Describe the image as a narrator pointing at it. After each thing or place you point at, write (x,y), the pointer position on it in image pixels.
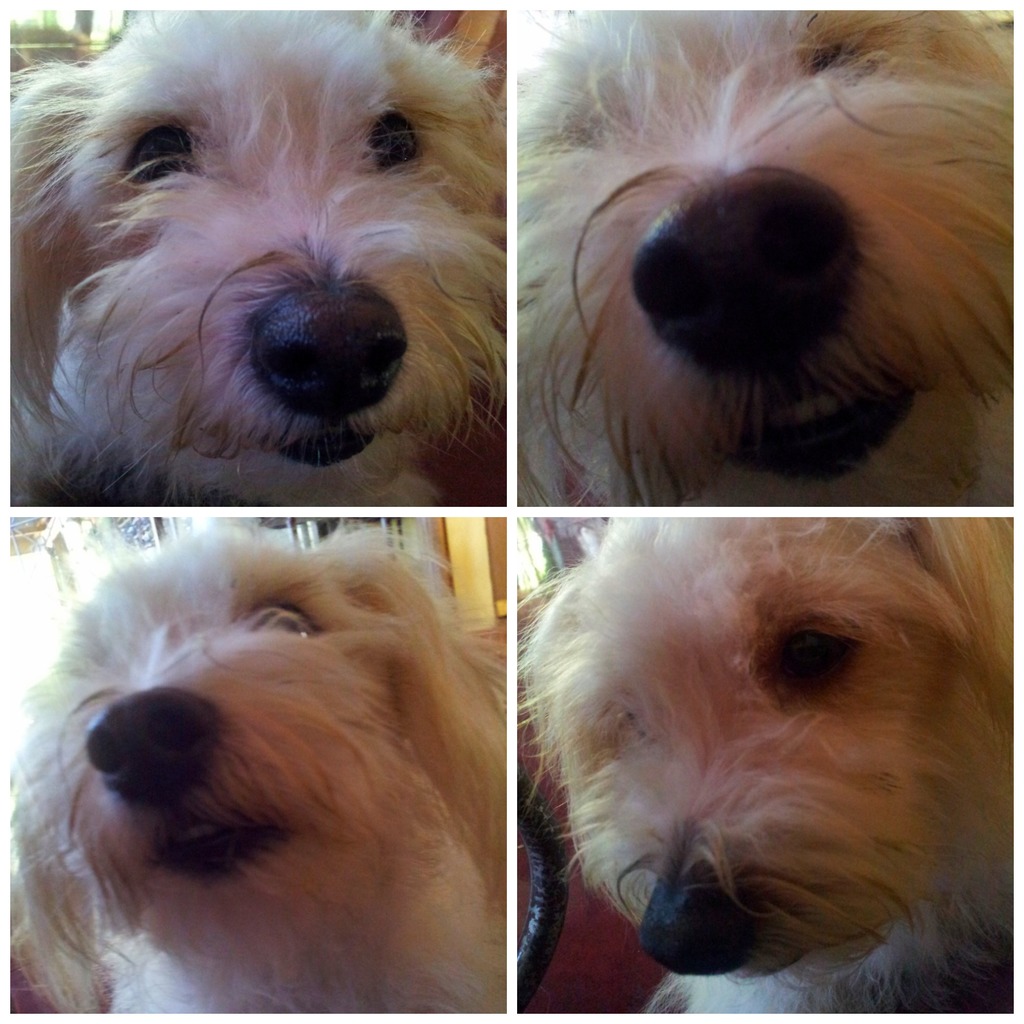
This is a collage image. In this image I can see the dog (242,809) which is in black, brown and white color.
